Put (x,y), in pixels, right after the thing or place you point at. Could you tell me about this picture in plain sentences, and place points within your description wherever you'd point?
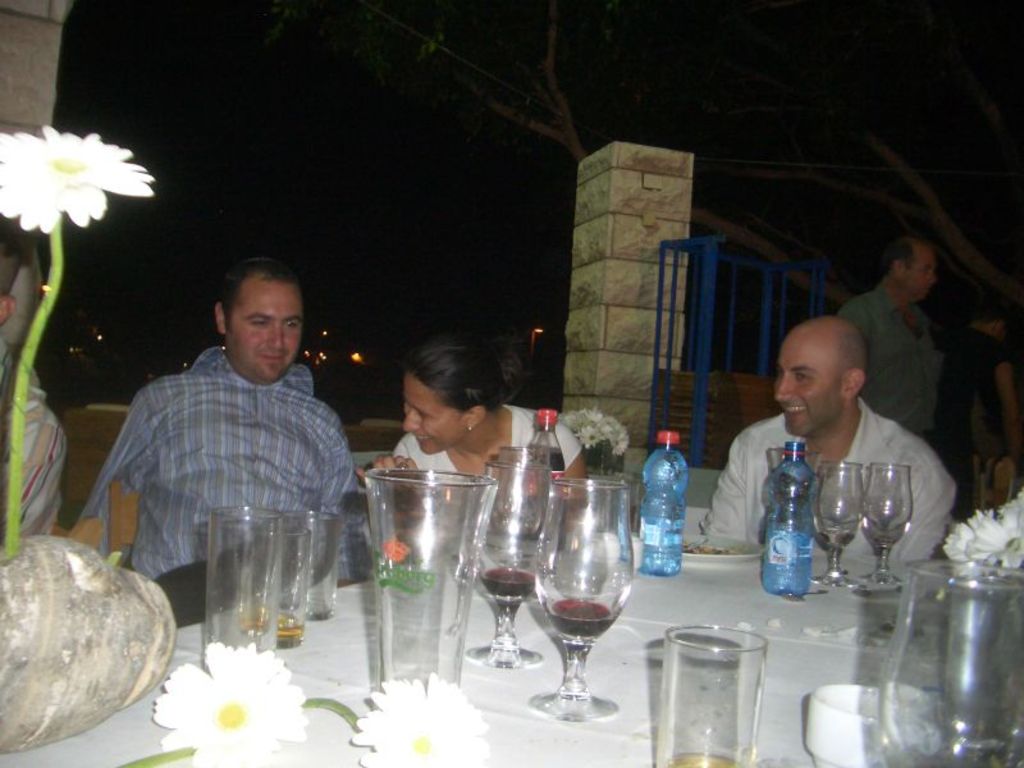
In this image there is a dining table (837,646). There are few chairs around it. People (205,392) are sitting on the chairs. On the table (329,638) there are glasses (278,598), bottles (669,524), flowers (423,727), cup (845,745). In the background (891,305) one person (904,325) is standing. There are trees (722,226), pillar (642,276) in the background (705,208).
